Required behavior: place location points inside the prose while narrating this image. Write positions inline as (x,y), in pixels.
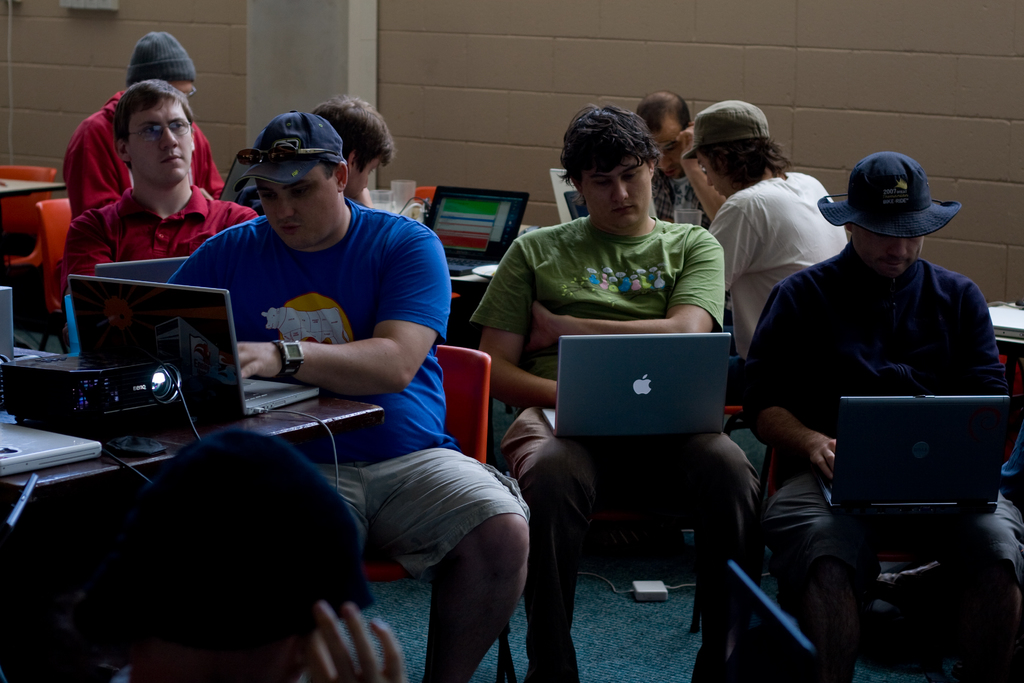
In this picture there is a man (509,531) who is wearing cap (329,147), goggle (248,163), t-shirt (285,306), watch (293,356) and short (412,494). He is sitting on the red chair (456,411) and working on the laptop (221,367). On the table (179,426) I can see the laptops (199,345), cables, projector machine (69,397) and other objects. Behind him there is another man (137,147) who is wearing spectacles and red shirt (182,225). He is sitting on the chair (61,257). In the top left corner (89,176) I can see the man (102,131) who is wearing cap (162,55), spectacle (187,89) and red hoodie (91,162). He is sitting on the chair (52,203) near to the table (63,189). On the table (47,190) I can see the laptop (518,226), water glass (387,202) and other objects (406,206). In front of him I can see another man (361,127) who is looking in the laptop (462,243). In the center (591,289) there is a man (682,273) who is wearing green t-shirt (660,267) and trouser (552,489). He is also working in the laptop (641,425), besides him there is a man (932,287) who is wearing hat (887,202), shirt (878,326), short (806,570) and he is sitting on the red chair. He is working on the laptop (871,447). Behind him there is a man (780,206) who is wearing cap (745,126), white t-shirt (766,255) and he is sitting near to the wall (798,164). Beside him there is another man (666,133) who is wearing spectacle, watch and shirt (681,196). He is sitting on the chair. At the bottom (633,579) I can see the cable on the green carpet (641,608). In the bottom left corner (261,561) I can see another man (165,550). In the top left corner (63,4) there is a white object (67,6) which is placed on the wall (132,3) near to the pillar (327,34).
